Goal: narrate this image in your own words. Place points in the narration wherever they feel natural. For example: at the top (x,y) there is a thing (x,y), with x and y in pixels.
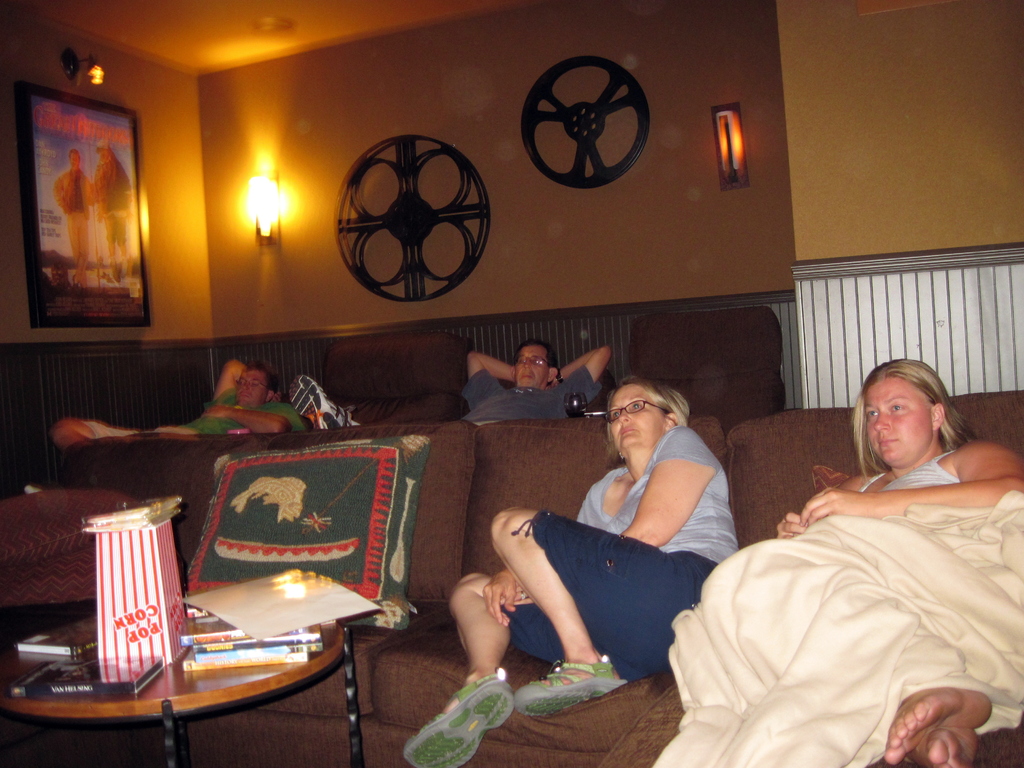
In this image there are few people (669,532) lay on the sofas (187,460), in front of the sofa (202,464) there is a table (121,700) with some stuff (137,672) on it. In the background (51,148) there is a frame (142,200), lamp (262,209) and a few other objects (587,182) are hanging on the wall (755,117).
